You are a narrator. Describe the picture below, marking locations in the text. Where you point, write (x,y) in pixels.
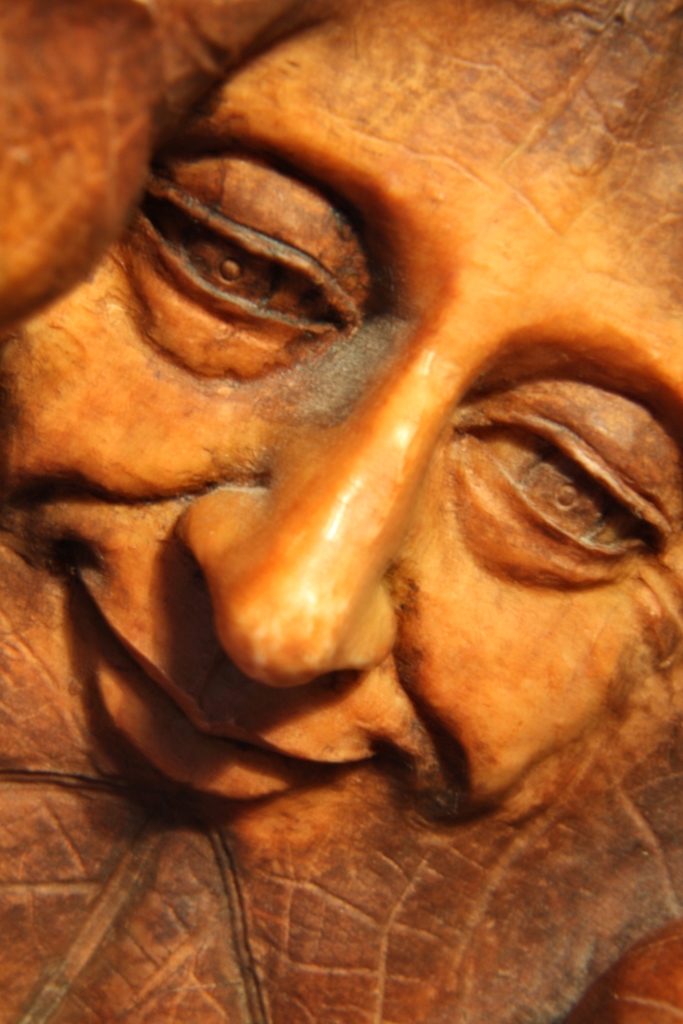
In this image I see a sculpture (227,348) of a face (533,548) which is of brown and orange in color.
